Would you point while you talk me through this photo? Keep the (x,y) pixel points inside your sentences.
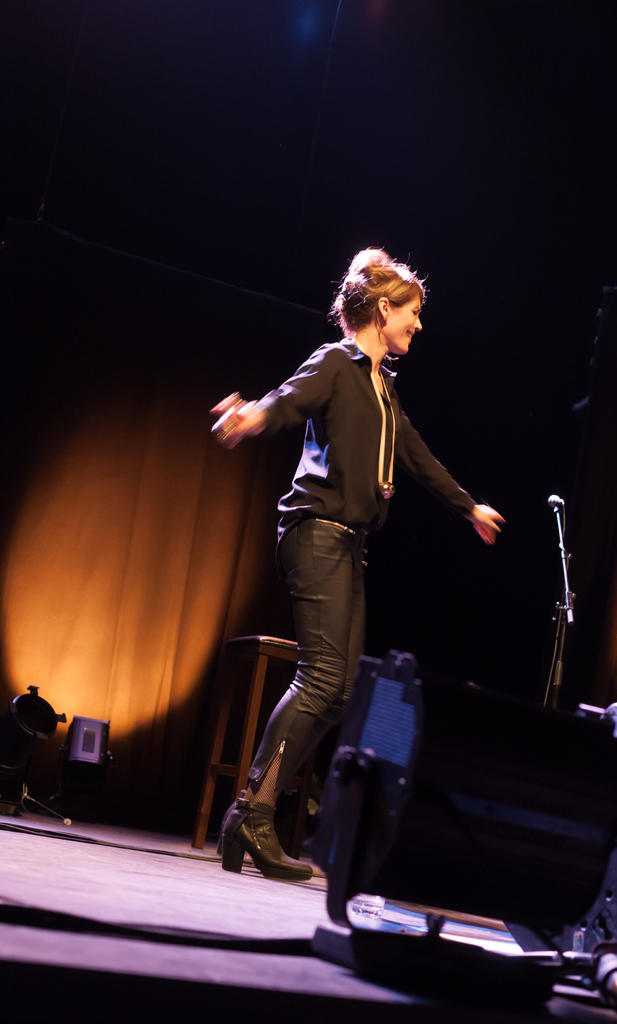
In this image I can see a person (352,416) is standing and wearing black color dress (282,567). I can see a mic stand (556,649), table (278,652) and few objects (326,839) on the surface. Background (129,325) is in brown and black color.
